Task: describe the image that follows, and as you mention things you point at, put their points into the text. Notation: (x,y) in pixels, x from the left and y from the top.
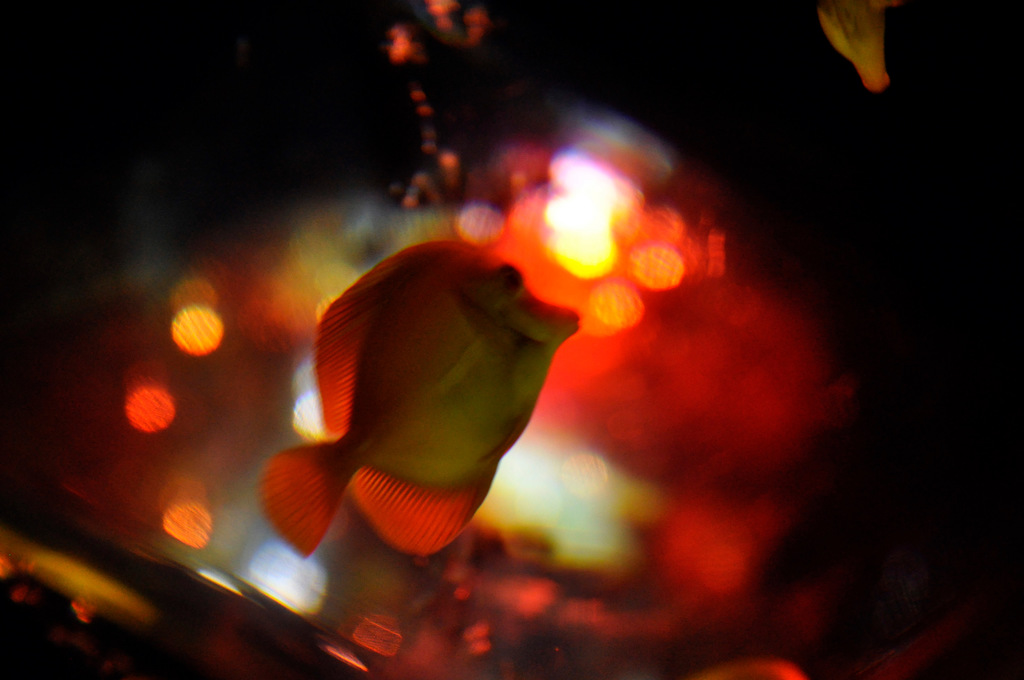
In the foreground of this dark image, there is a fish (454,434) in the water (276,428) and in the background (667,265), there is a red light (697,274). It seems like there is another fish (886,71) on the top (873,34).
